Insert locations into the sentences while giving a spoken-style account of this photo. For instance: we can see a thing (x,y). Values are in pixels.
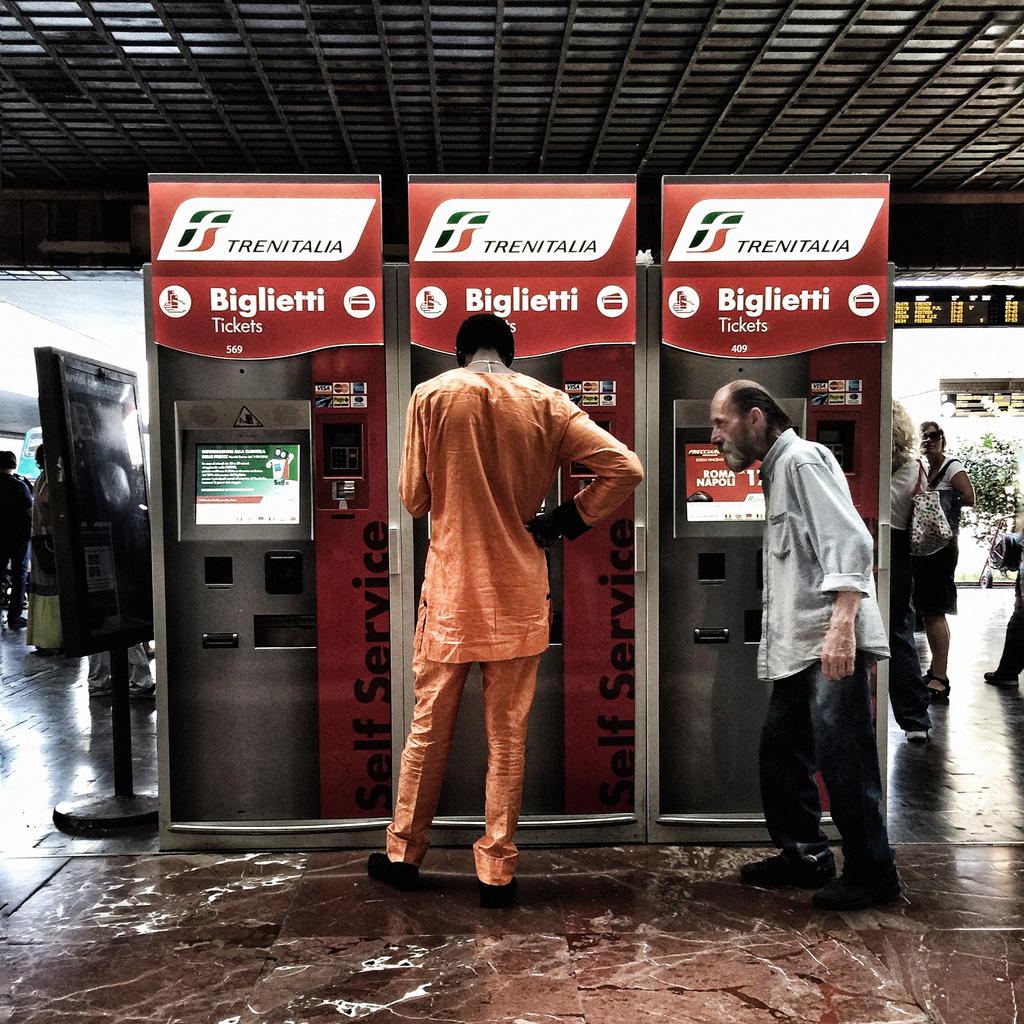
In this image we can see persons (541,559) standing near the ticket counters (647,510). In the background (609,107) we can see roof (783,128), plants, persons (946,555) standing on the floor (16,699), information boards (84,624) and floor (157,900).
